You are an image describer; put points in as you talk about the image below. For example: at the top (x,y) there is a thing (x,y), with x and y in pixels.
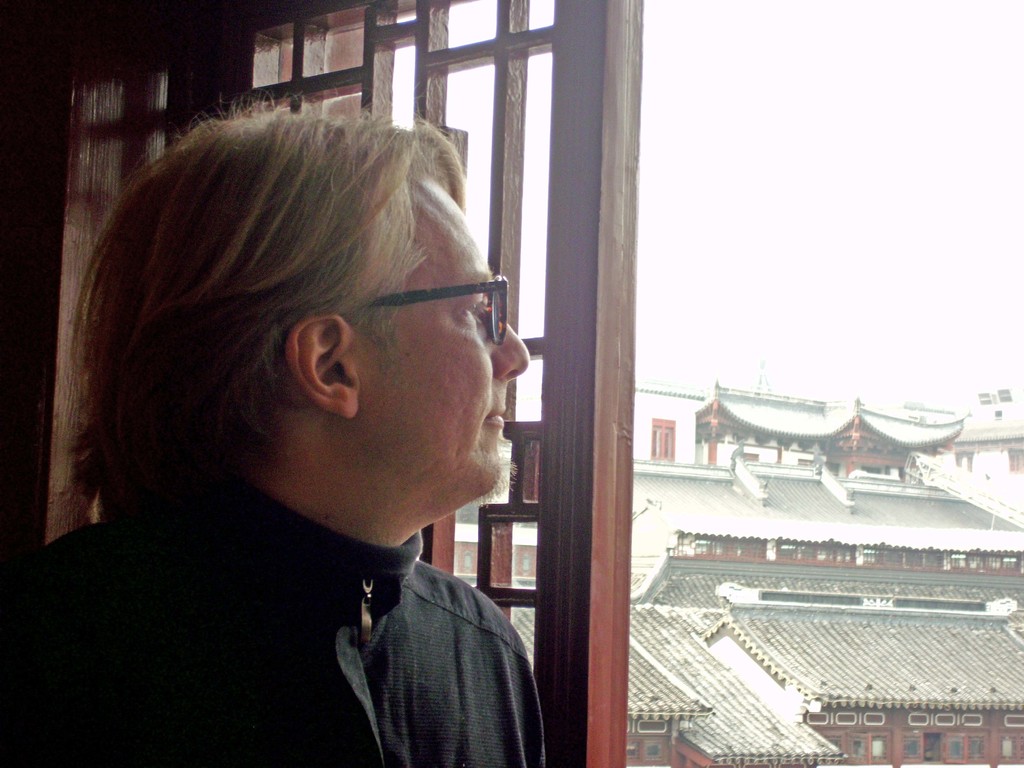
In this image I can see a person (463,720) standing wearing black color dress (444,703). Background (881,547) I can see few buildings (634,461) in white and brown color and sky (844,91) is in white color.
